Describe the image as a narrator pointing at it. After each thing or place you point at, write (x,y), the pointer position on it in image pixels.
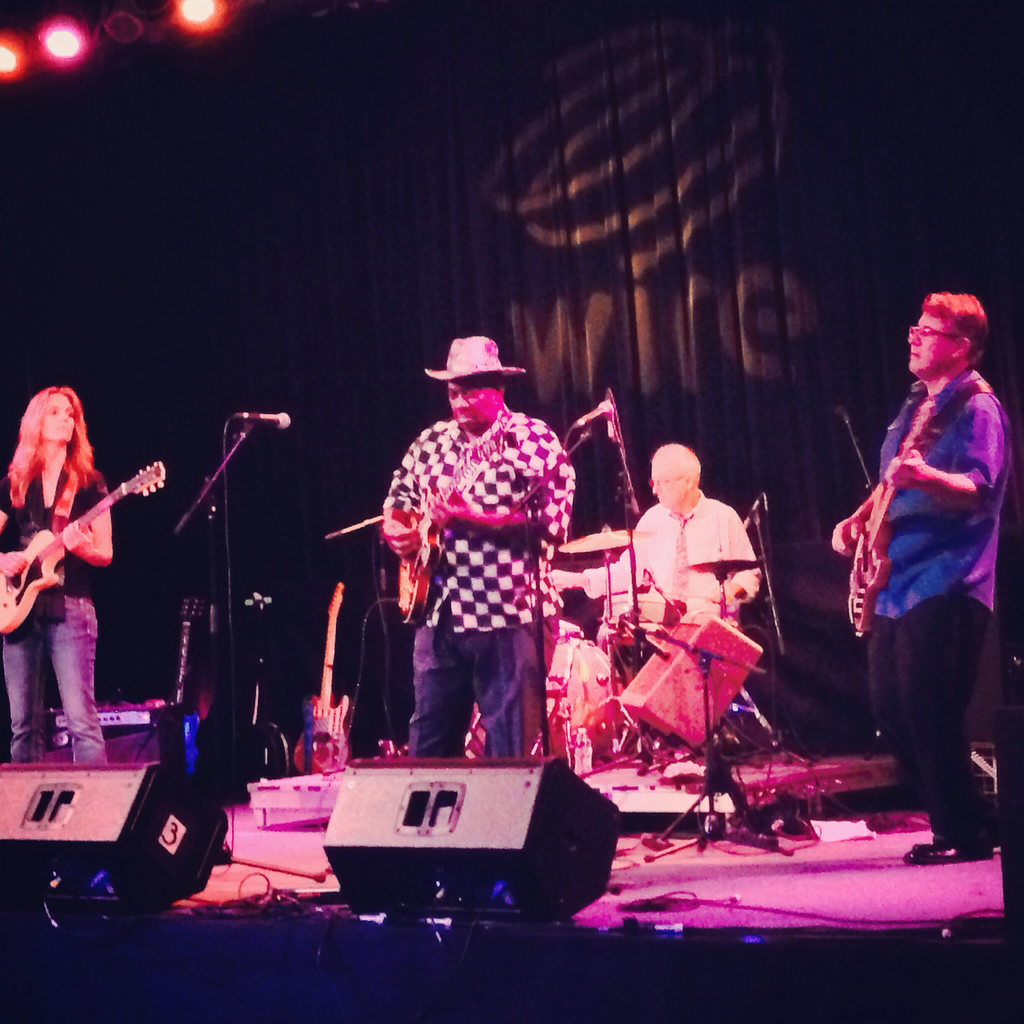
In this picture, we can see the stage (697,864), we can see some objects (618,737) on the stage (32,950) like speakers (547,809), lights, poles (638,746), microphones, wires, musical instruments (610,748), and we can see a few people (919,530), holding musical instruments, and in the background (806,182) we can see the black color wall (848,247) with some design (582,182), and in the top left corner (51,32) we can see some lights (196,28).
